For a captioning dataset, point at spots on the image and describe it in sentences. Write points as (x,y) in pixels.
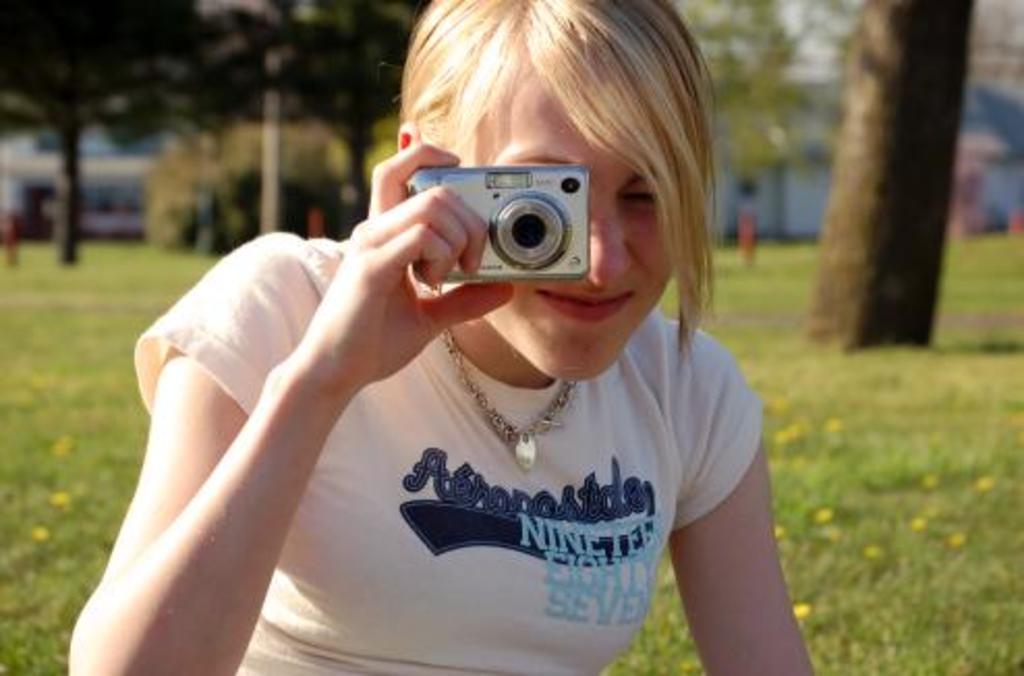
This picture is of the outside. In the center (343,404) there is a Woman (375,520) holding a Camera (517,230) and taking pictures. In the background (124,3) we can see the Trees (918,87) and also the green grass (880,542).
